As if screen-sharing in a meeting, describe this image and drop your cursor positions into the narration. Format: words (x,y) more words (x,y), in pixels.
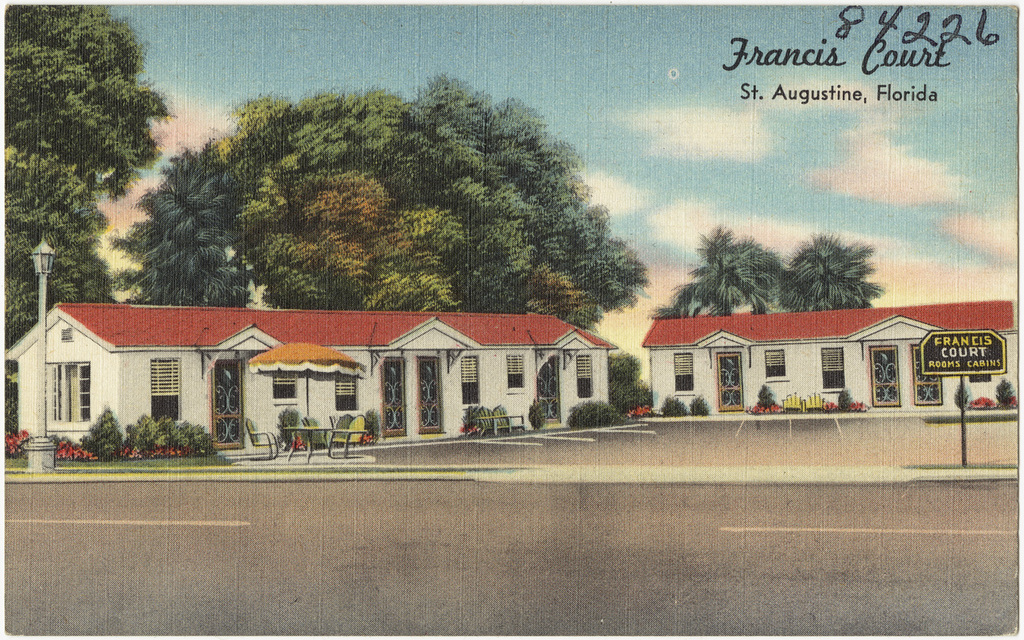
This picture look like painting and something was written on it, like 84226 and there are other thing tree (531,245), house (265,394) and chair (246,433).
